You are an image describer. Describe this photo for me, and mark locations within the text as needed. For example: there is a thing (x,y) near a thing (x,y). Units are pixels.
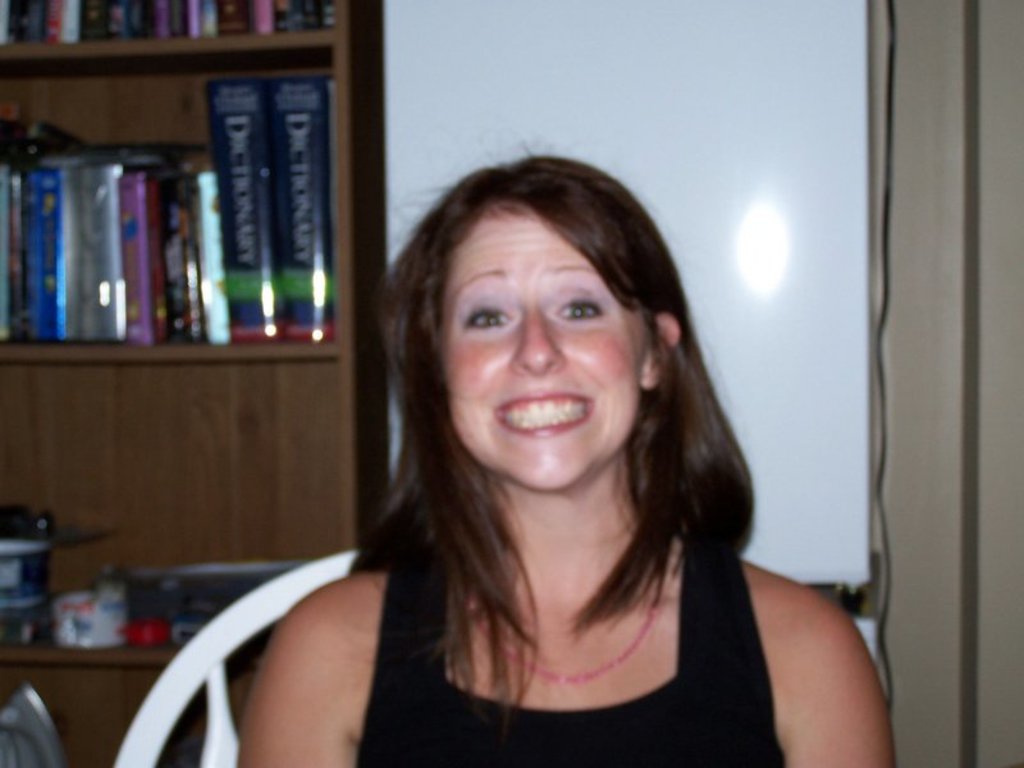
In this image in the middle (556,403), there is a woman (499,587), she wears a dress (525,736), her hair (414,414) is shoulder-length, she is smiling, she is sitting on the chair (186,701). in the background (380,193) there are bookshelves (131,394), vessels (148,640), and wall (885,301).
